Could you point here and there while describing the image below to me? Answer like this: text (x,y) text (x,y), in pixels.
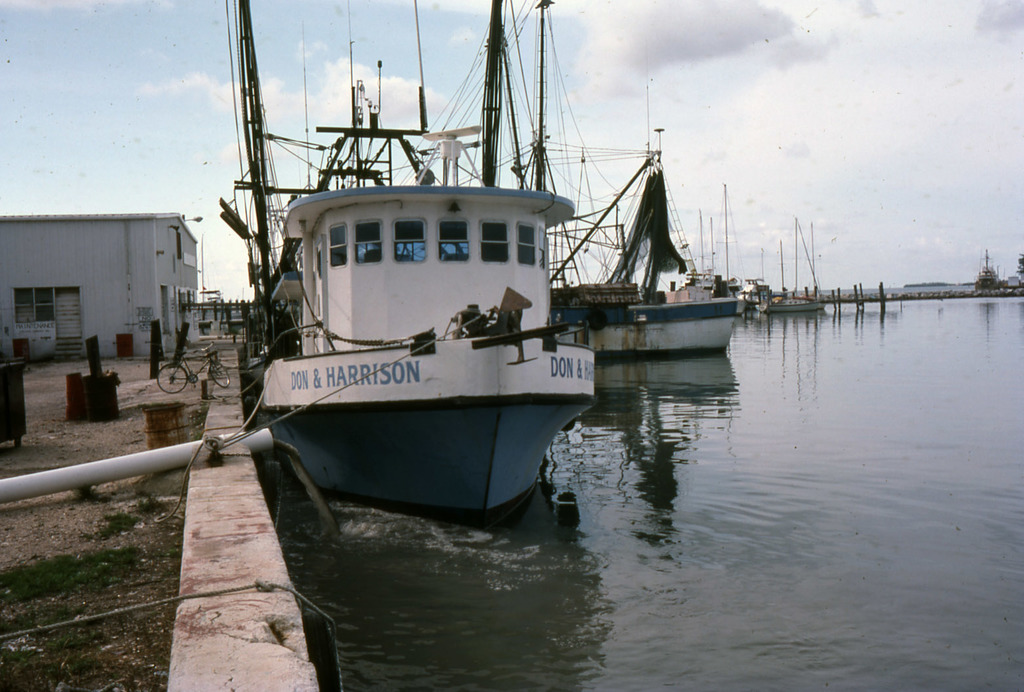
In this image we can see a sea (811,518). There are many water crafts (694,310) in the image. There is a sky (725,127) in the image. There is a shed (181,289) in the image. There is a pipe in the image. There are many objects (99,353) placed on the ground (64,453).
